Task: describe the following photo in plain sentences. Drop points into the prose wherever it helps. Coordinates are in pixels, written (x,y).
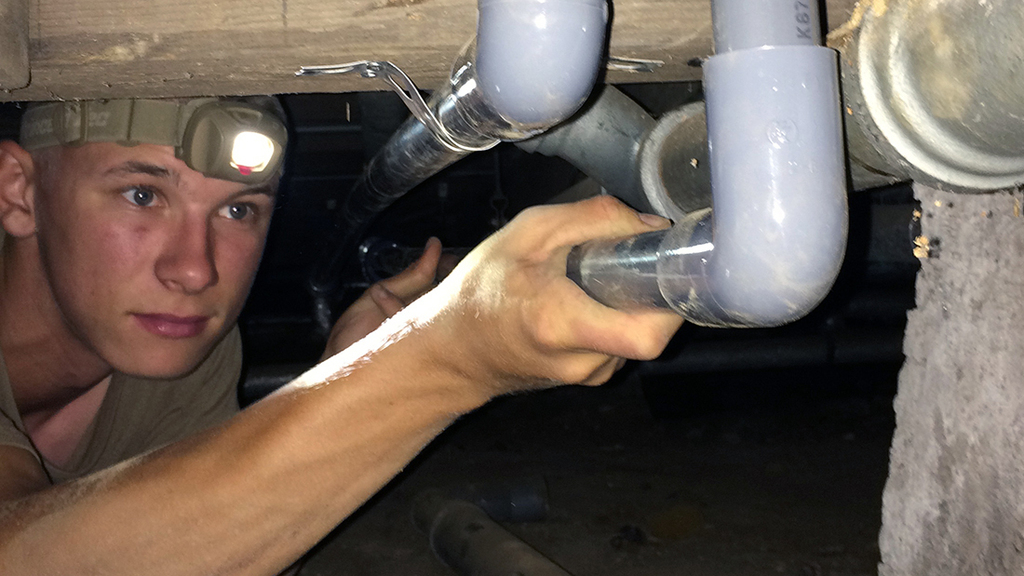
In the foreground of this image (119,366), there is a man (116,385) on the left side (114,341) wearing a light band (202,117) to his head (232,191) and holding a pipe (599,271) in his hands (665,319). On the right (993,403), it seems like wall (933,500). On the top (326,56), there is a wooden object (309,46) and few pipes (718,114) and there is a dark background (622,484).
